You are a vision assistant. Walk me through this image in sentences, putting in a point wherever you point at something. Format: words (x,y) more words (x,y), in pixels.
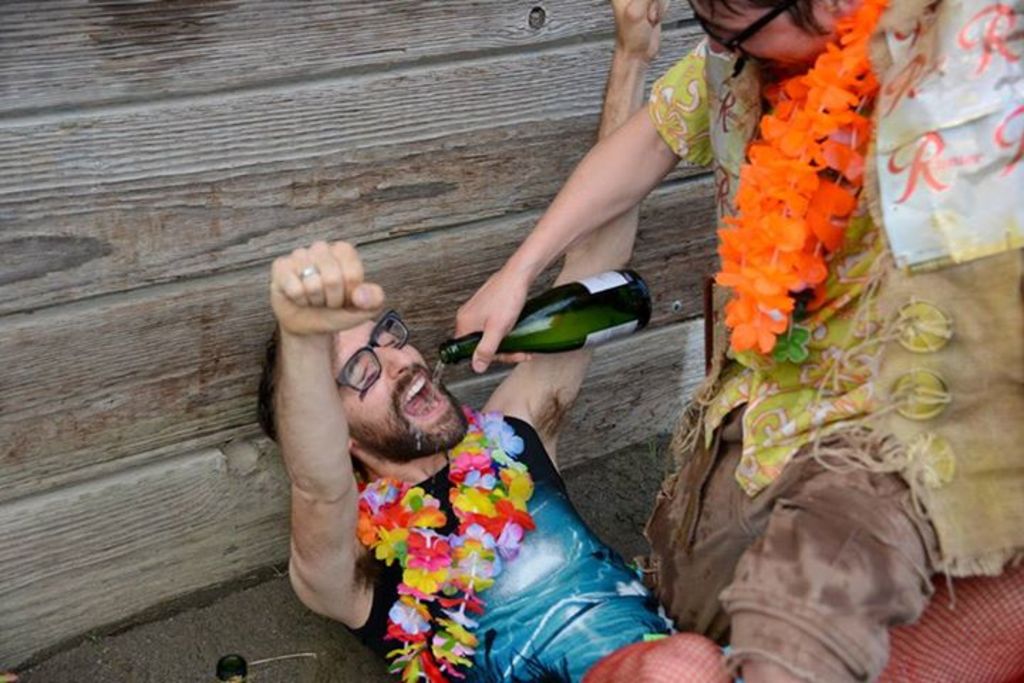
At the right side of the picture (828,338) we can see one man (838,202) wearing black color spectacles (725,43). He is holding a bottle (525,327) in his hand (498,334) and he is pouring the drink (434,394) into the mouth (424,421) of this man (466,475). They both wore artificial flower garlands (471,603). This is a ring (310,280) to his finger (328,293). He also wore spectacles (394,331).
